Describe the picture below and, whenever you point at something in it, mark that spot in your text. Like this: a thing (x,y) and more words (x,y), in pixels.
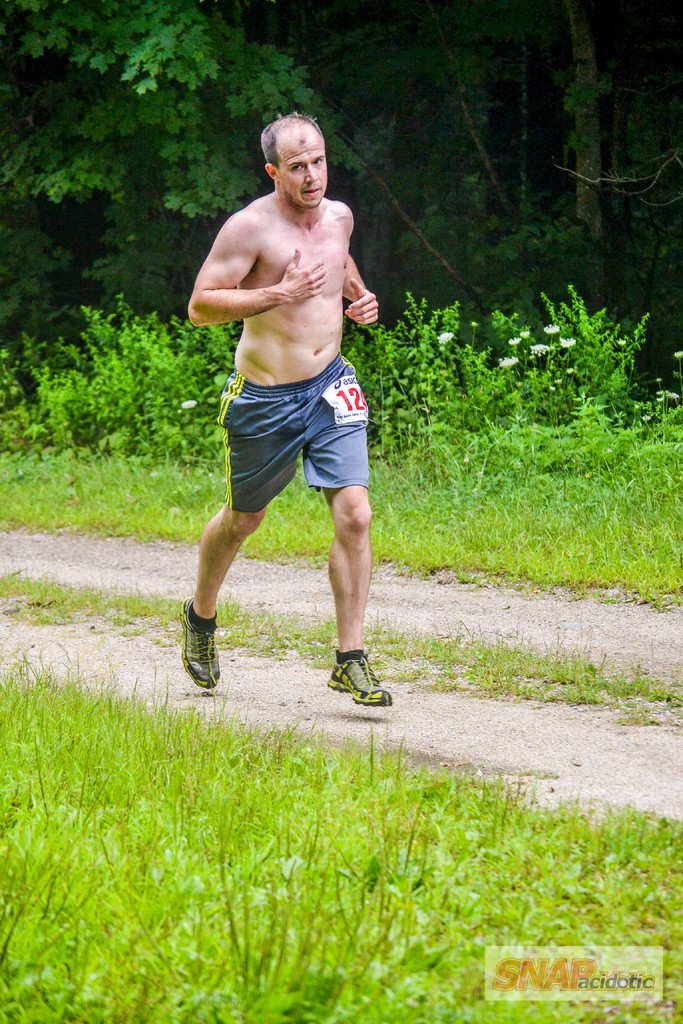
In this image we can see a person (351,462) wearing blue color short (336,479), black color shoes (204,638) running and in the background of the image (320,32) there are some trees (385,146) and grass (386,666).
